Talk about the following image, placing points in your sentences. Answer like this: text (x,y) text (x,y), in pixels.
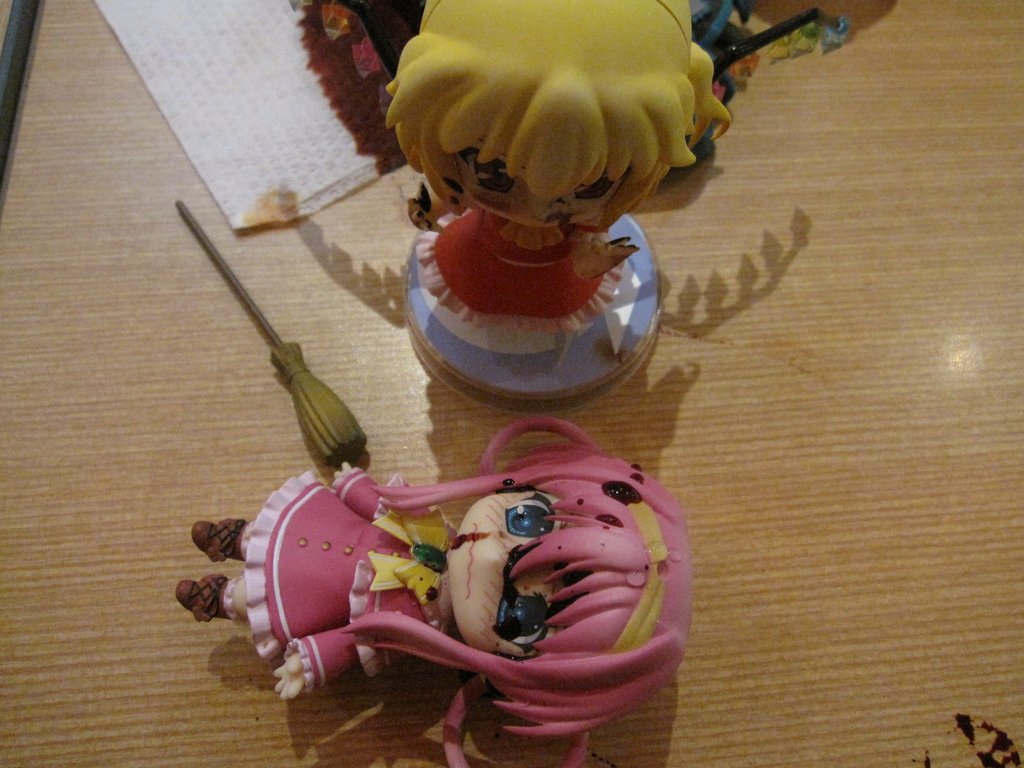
In this image we can see doll toys (406,501) which are on the wooden surface (934,452).
